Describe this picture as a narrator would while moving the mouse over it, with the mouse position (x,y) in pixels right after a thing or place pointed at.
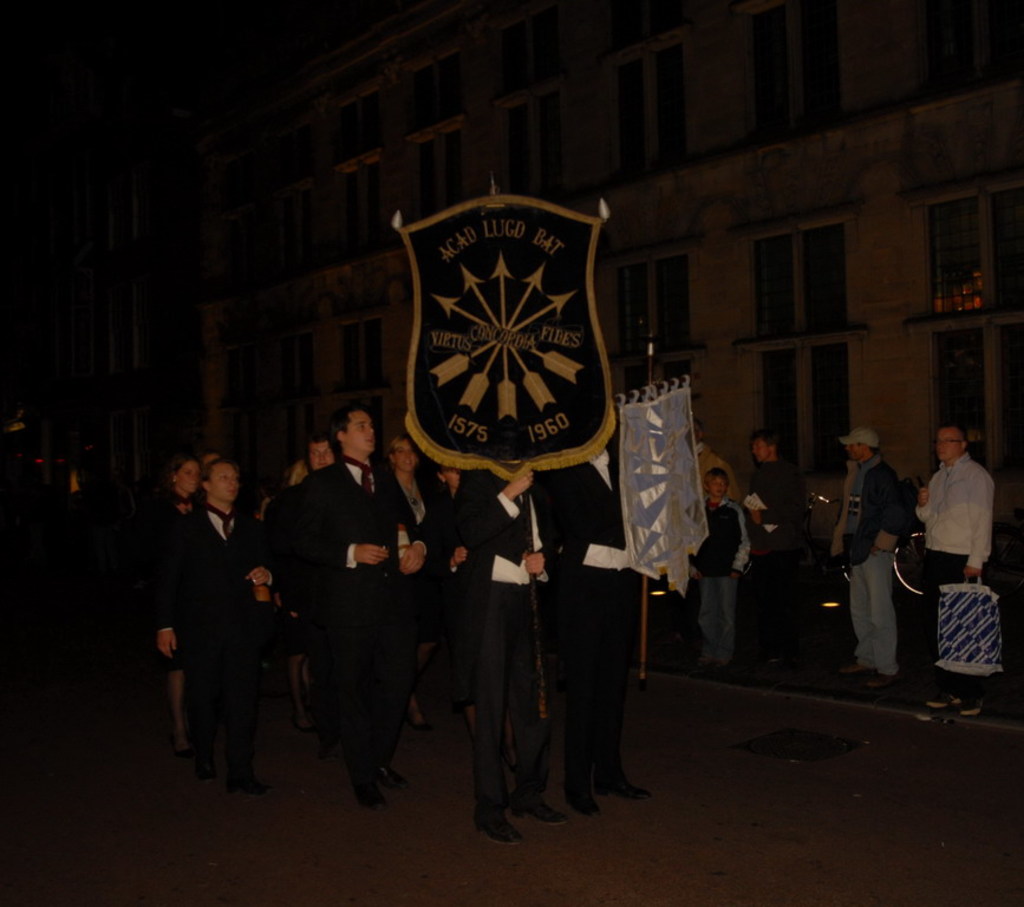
Here in the front (445,546) we can see number of people (198,574) standing on the road (190,782) over there and we can see all of them are wearing black colored dresses (255,645) on them and the person (498,513) in the middle (562,312) are holding some shields (446,323) in their hands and on the right side (890,484) we can see people (768,469) standing and watching them and we can see a building (665,50) present with number of windows (143,179) on it over there.
